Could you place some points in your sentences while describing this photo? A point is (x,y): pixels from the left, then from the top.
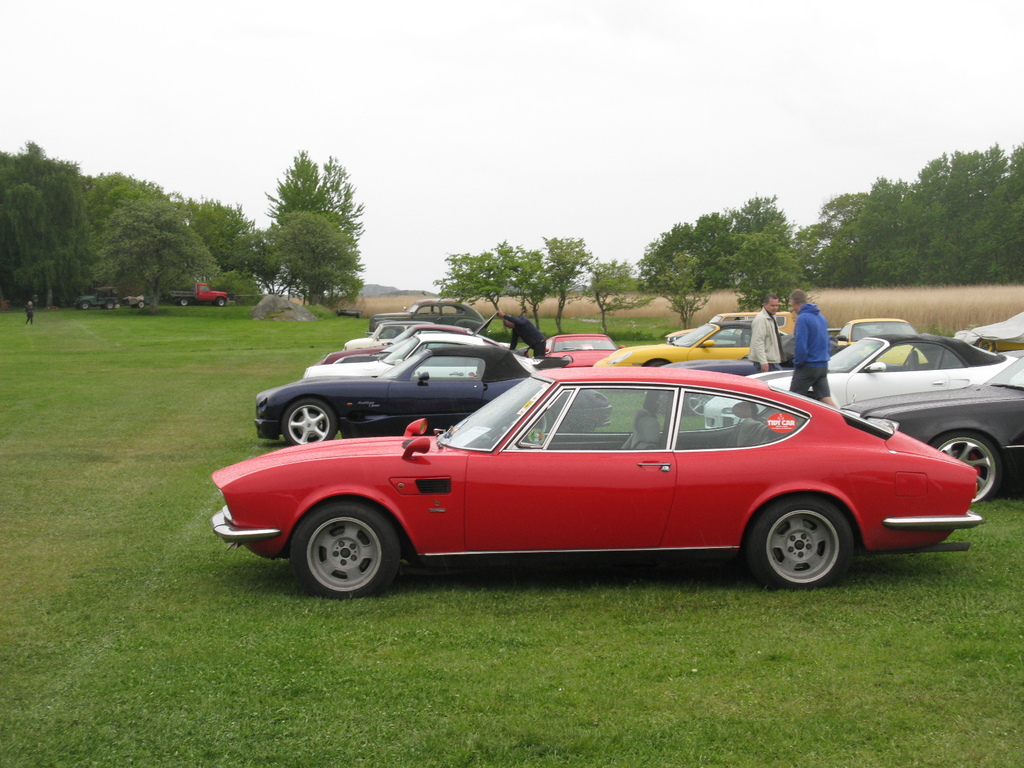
In this image we can see a few cars (575,380) and people (799,359) on the ground (198,534) and in the background (389,233) there are some trees (786,246) and a sky (453,141).
